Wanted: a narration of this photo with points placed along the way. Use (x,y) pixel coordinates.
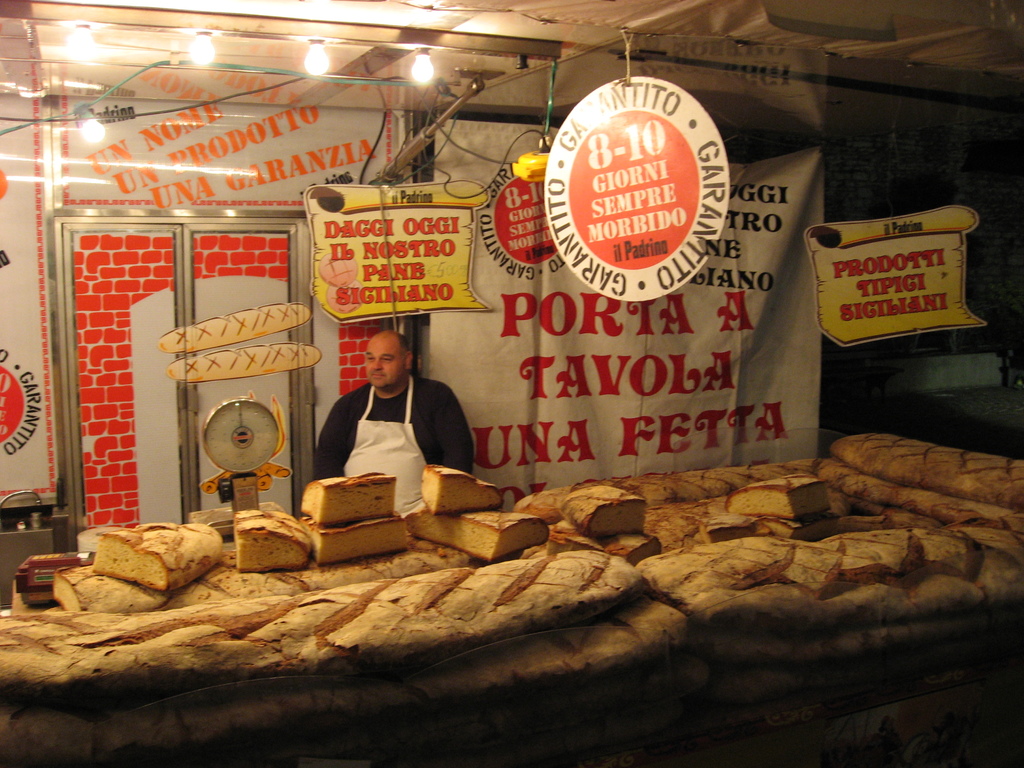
In this picture there is a person (406,463) standing behind the table (177,746) and there is a food (745,480) on the table (463,716). At the back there are banners (664,304) and there is a text (620,323) on the banners (680,314). There are posters (397,205) hanging in the foreground (842,335) and there is a text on the posters (726,189). At the top (80,37) there are lights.
